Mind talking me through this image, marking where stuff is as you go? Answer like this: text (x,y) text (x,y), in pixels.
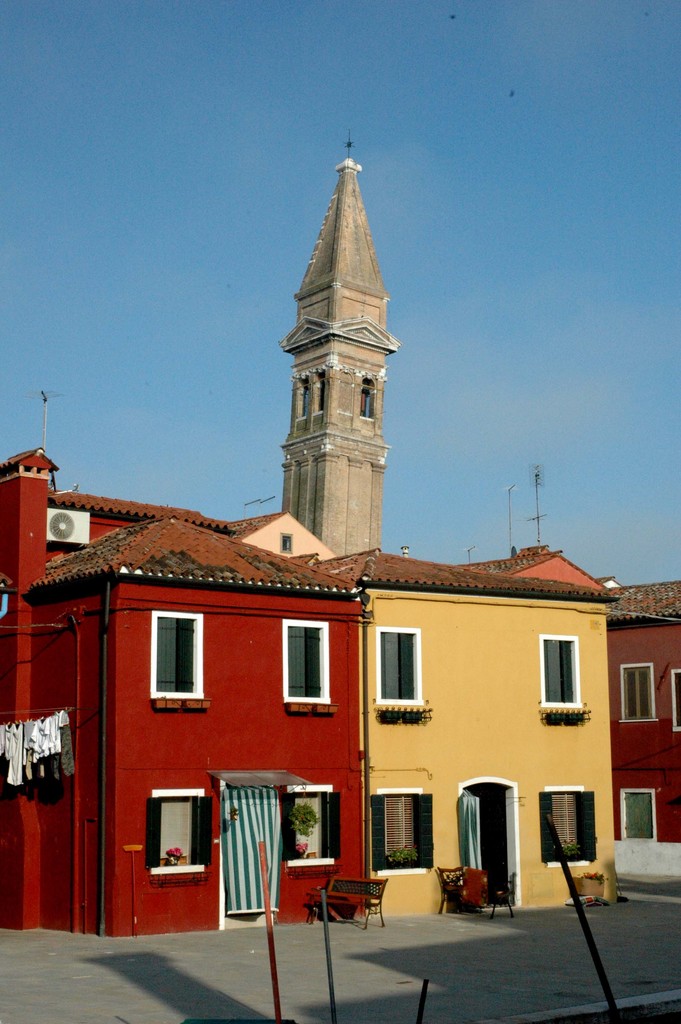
In this image I can see few poles (278,1013) in the front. I can also see few buildings (346,794) and in the front of it I can see two benches (346,880) and few plants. On the left side of this image (57,722) I can see number of clothes (55,758) and a curtain (225,858). In the background (407,360) I can see few poles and the sky (265,314).
